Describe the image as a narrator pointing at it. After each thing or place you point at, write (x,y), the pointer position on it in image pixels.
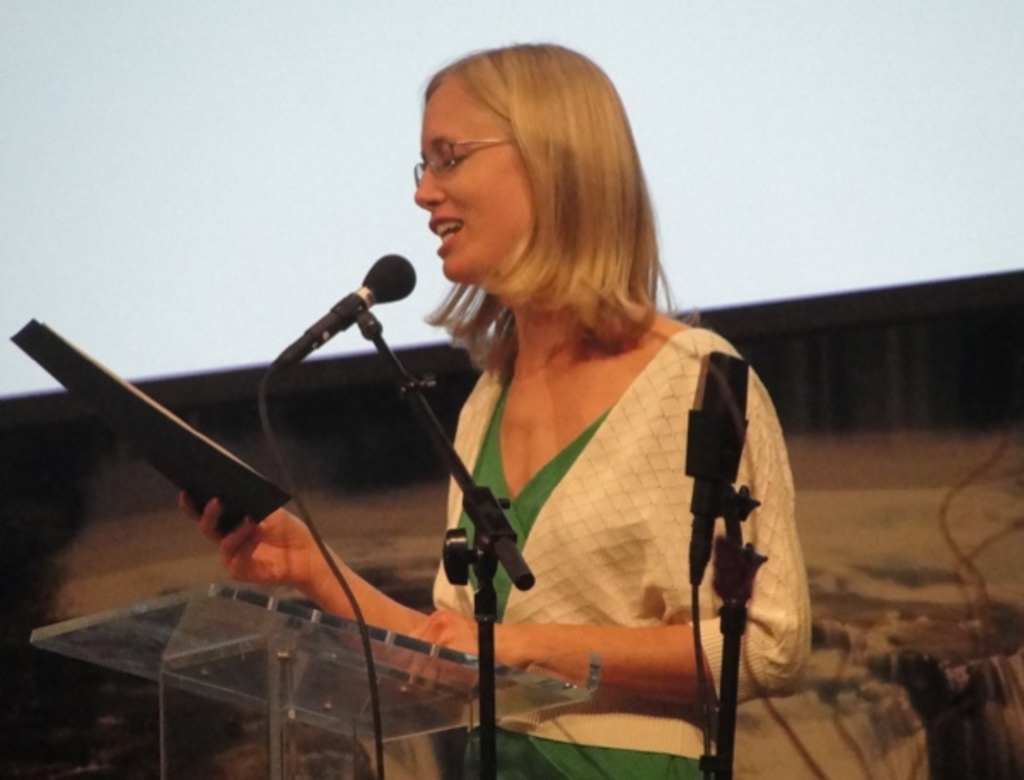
In this picture I can see a woman (602,540) speaking into microphone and also she is holding a book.
